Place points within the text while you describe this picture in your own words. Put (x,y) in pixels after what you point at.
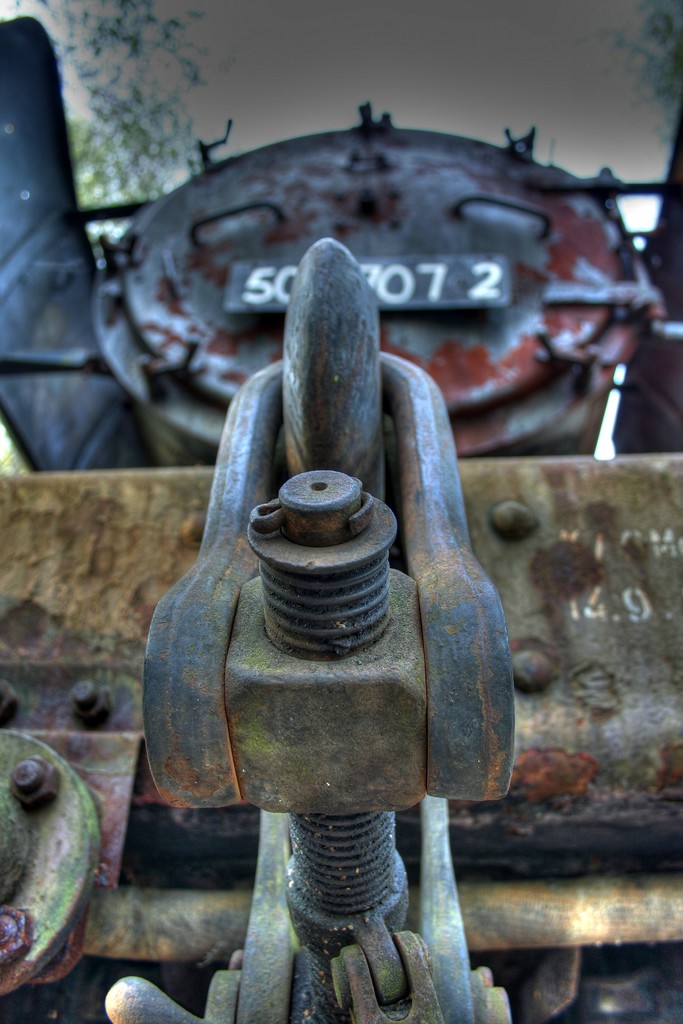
In this image there is a train (317,366) facing forward. Front side of image there is a nut (306,782) and bolt (292,881). Behind the train (308,295) there are few trees (123,144) and sky (478,48).
